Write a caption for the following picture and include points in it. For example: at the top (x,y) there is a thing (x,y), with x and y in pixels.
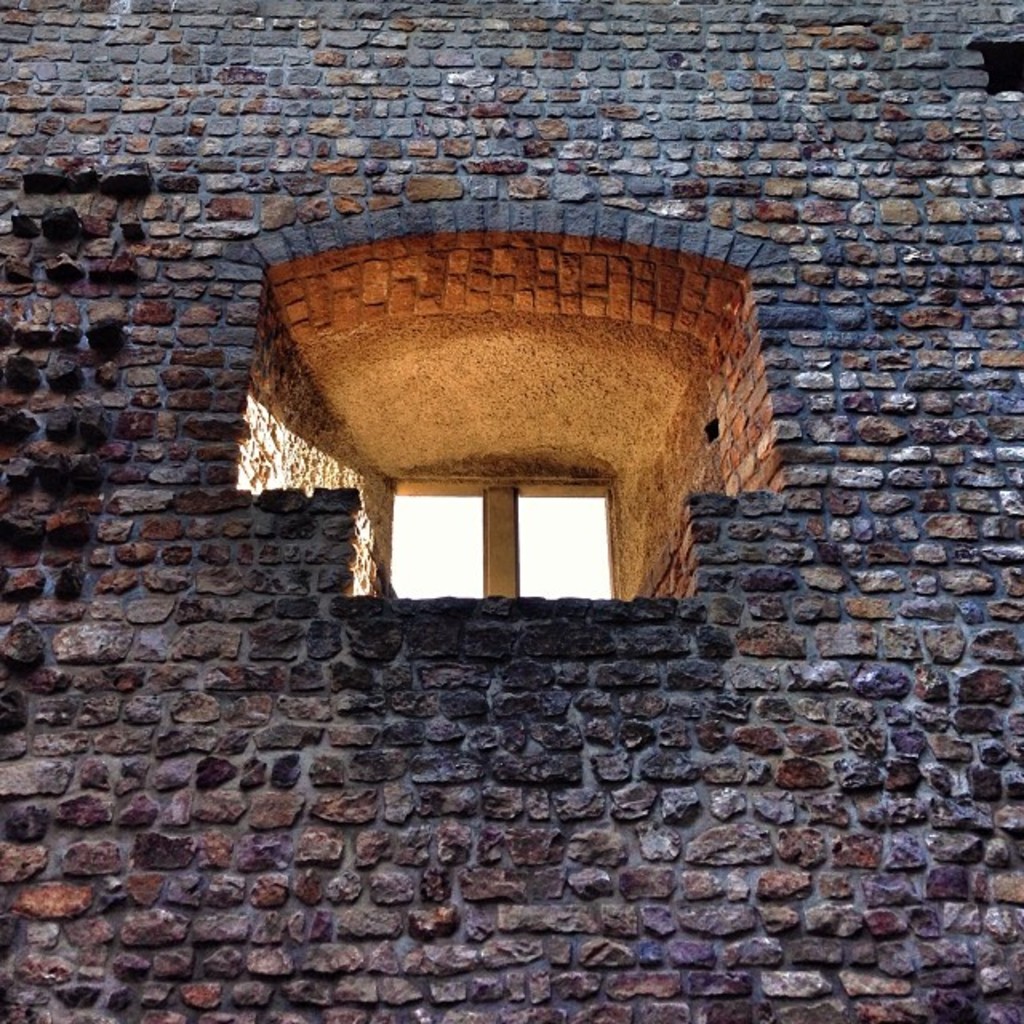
In this image in the center (456,574) there is one window (596,526) and wall (842,407).
